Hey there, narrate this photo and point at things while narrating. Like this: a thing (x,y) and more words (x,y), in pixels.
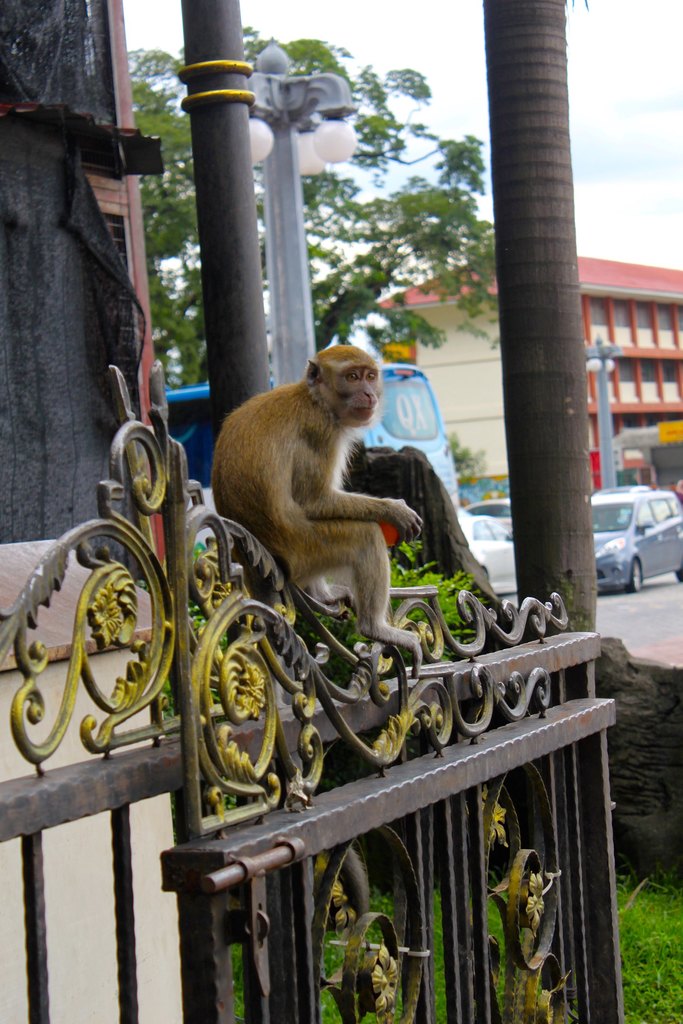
Here is a monkey (334,471) sitting on an iron gate (346,813). This looks like a pole (222,244). I think this is a tree trunk (558,278). These are the vehicles (481,524) on the road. This looks like a building (628,351). I can see the street lights (594,368). Here is a tree (329,62).
